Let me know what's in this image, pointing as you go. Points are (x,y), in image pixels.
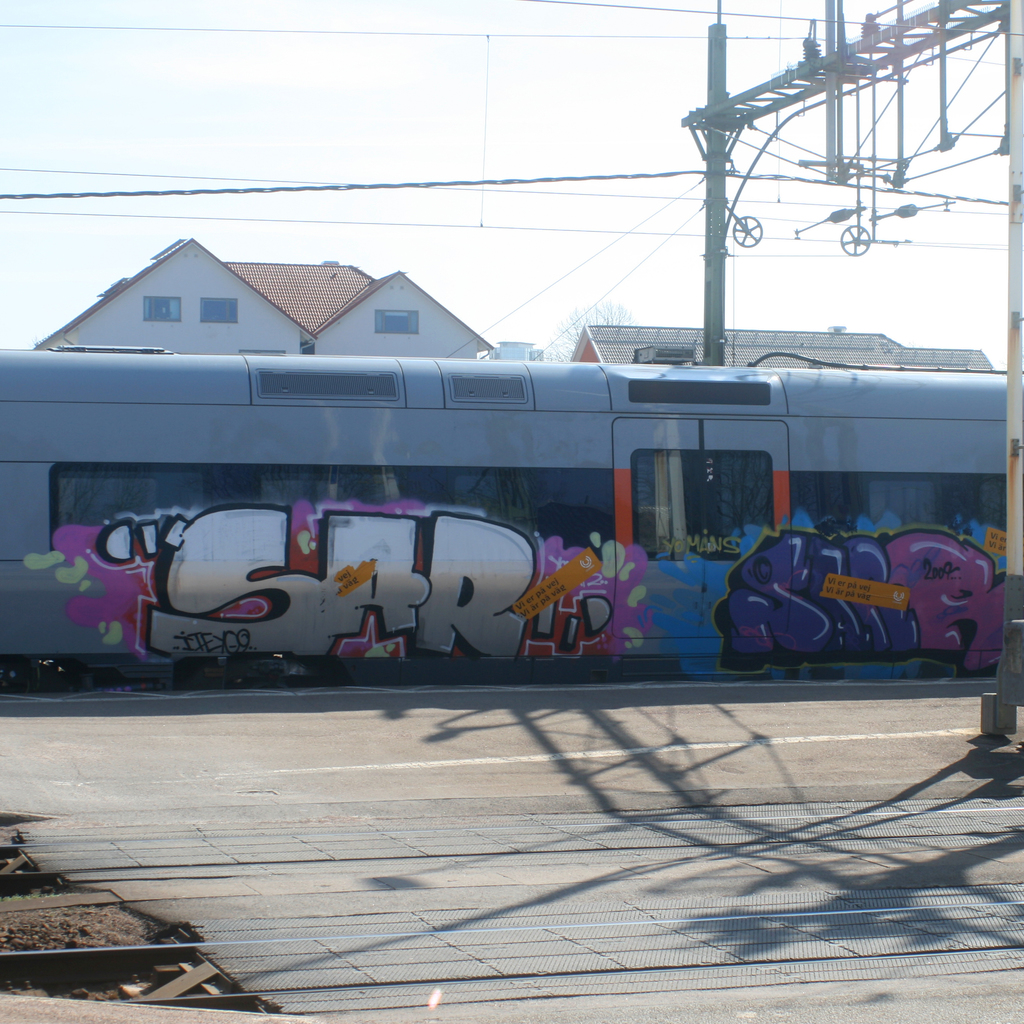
Graffiti (373,616) is on the train (607,569). These are cables (506,184). Background (123,318) there are houses (459,326) with windows (167,316).
